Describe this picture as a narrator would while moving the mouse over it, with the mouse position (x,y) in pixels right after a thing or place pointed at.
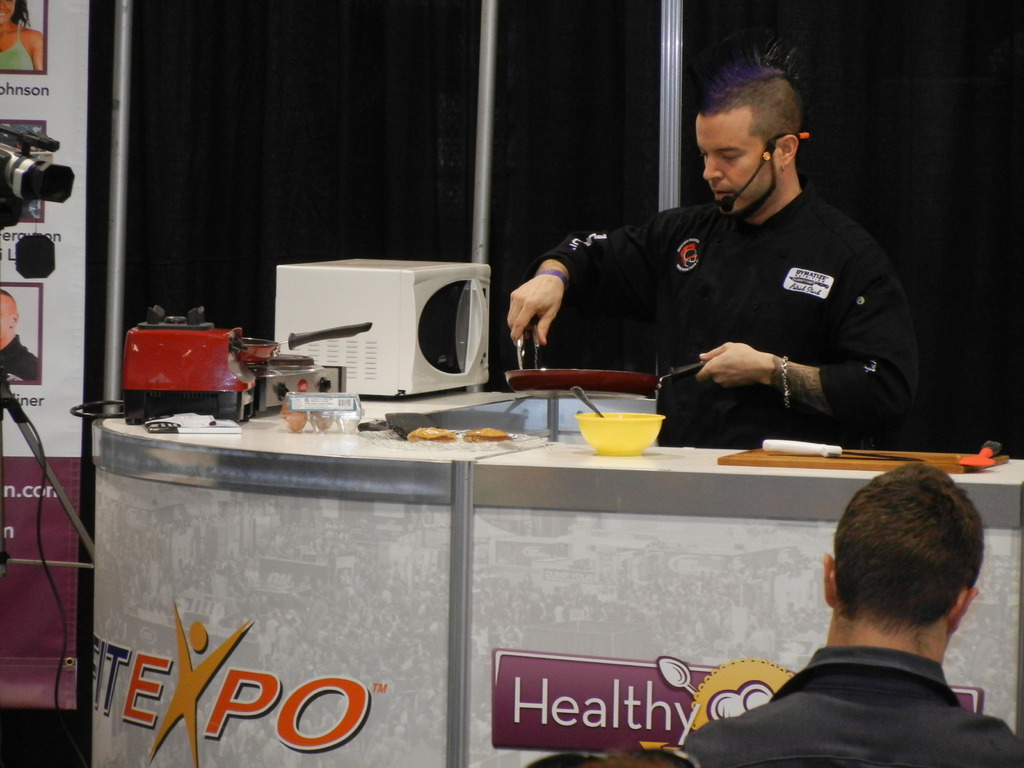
In this image we can see a man (902,365) standing and holding a pan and in front of him there is a kitchen counter top (412,483) and we can see an oven (490,272), stove (259,389) and some other objects (616,452) on the counter top (216,450). There is a person (904,621) on the right side of the image (938,715) and there is a camera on the left side of the image (34,432) and we can see a banner (19,687) with some text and pictures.
